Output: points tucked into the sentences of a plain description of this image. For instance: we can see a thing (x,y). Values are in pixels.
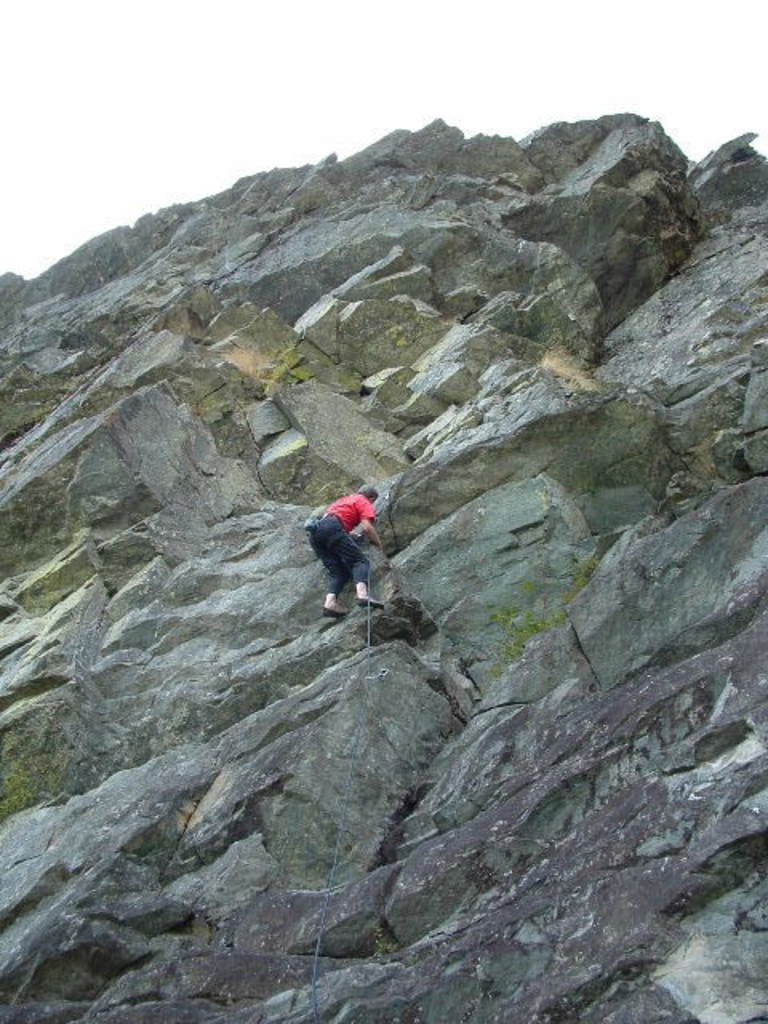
In this image I can see the person (335,600) climbing the rock (463,501) and the person (345,559) is wearing red and black color dress (333,511). Background (367,55) the sky (180,63) is in white color.
